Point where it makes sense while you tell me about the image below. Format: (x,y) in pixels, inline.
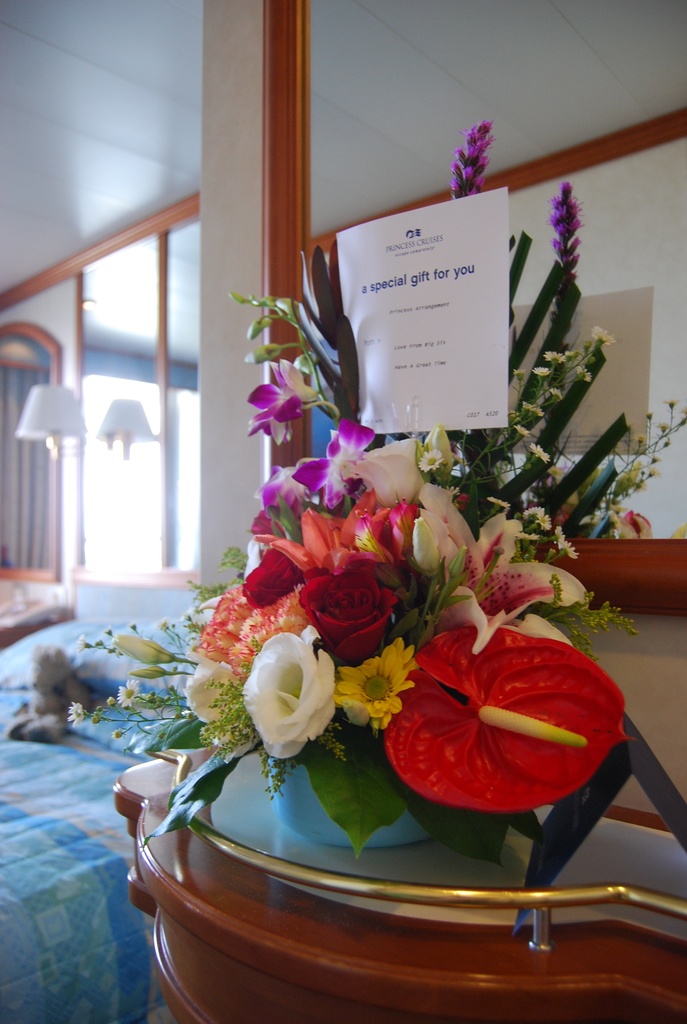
This is a picture of a flower vase (366,788) on the desk (343,881).
